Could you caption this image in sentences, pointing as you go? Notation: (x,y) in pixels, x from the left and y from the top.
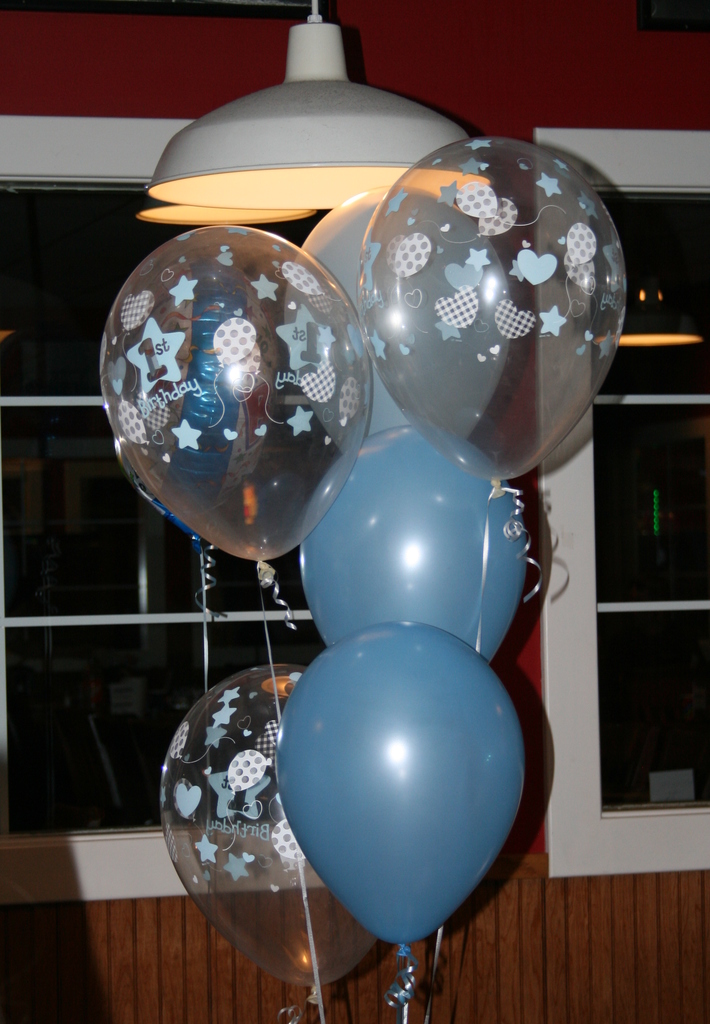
In the center of the image (371,469) balloons (367,354), lamps (314,166) are there. In the background of the image (161,594) windows (631,524), wall (581,887) are present.
